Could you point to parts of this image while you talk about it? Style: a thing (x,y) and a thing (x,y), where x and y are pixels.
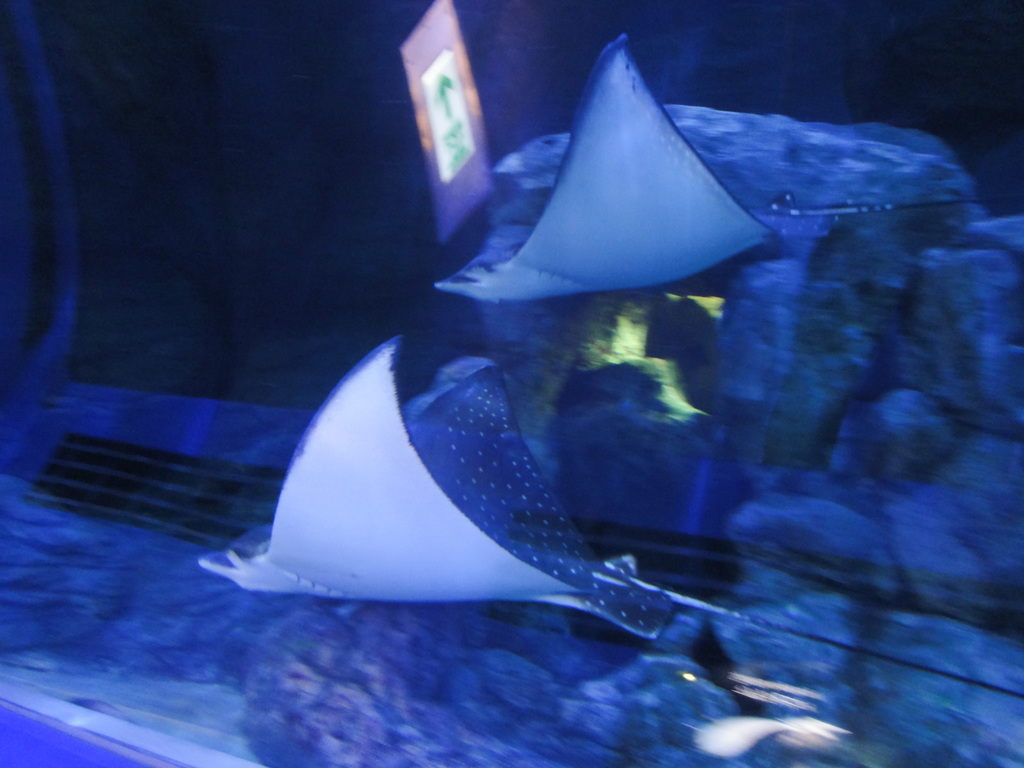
In this image I can see a huge aquarium (408,320) in which I can see the water (309,198) and few aquatic animals (387,431). I can see the dark background (797,12).
